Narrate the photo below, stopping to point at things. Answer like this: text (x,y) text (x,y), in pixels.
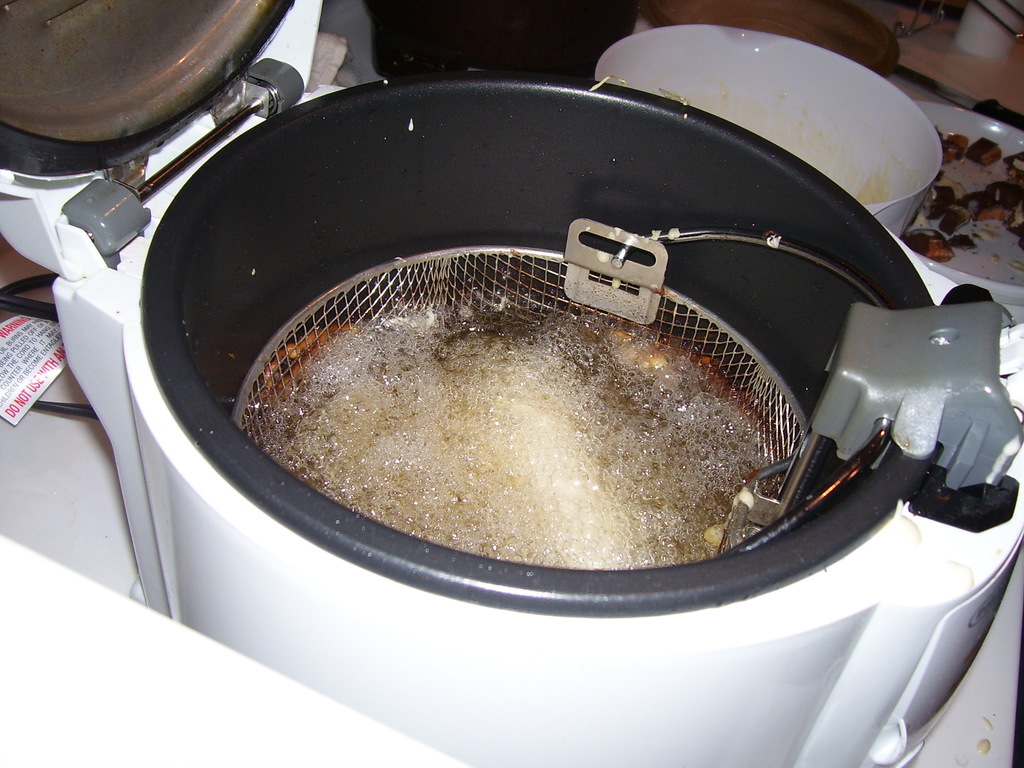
In the picture I can see a deep fryer (683,349) and I can see the bowls (976,135) on the top right side (929,113).
